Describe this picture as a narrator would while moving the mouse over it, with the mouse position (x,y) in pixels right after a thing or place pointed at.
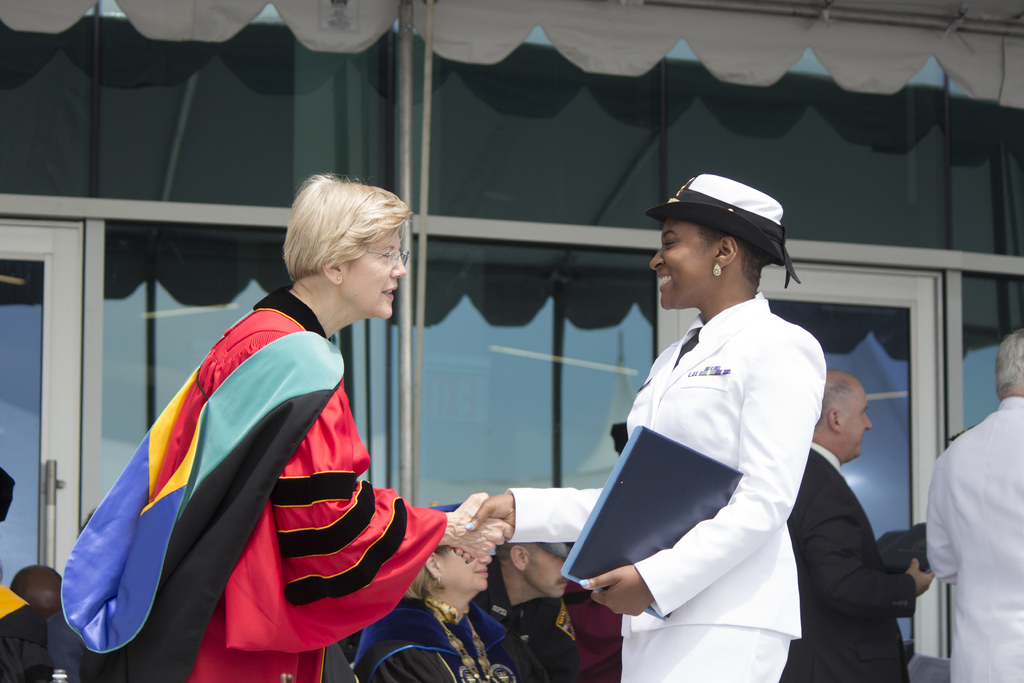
In this image there are two persons (338,610) are standing in middle of this image (357,315) is shaking their hands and there are two persons (919,577) standing at right side of this image (938,515) and there are some persons (465,614) sitting in middle of this image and there is a building (542,380) in the background (523,242).
